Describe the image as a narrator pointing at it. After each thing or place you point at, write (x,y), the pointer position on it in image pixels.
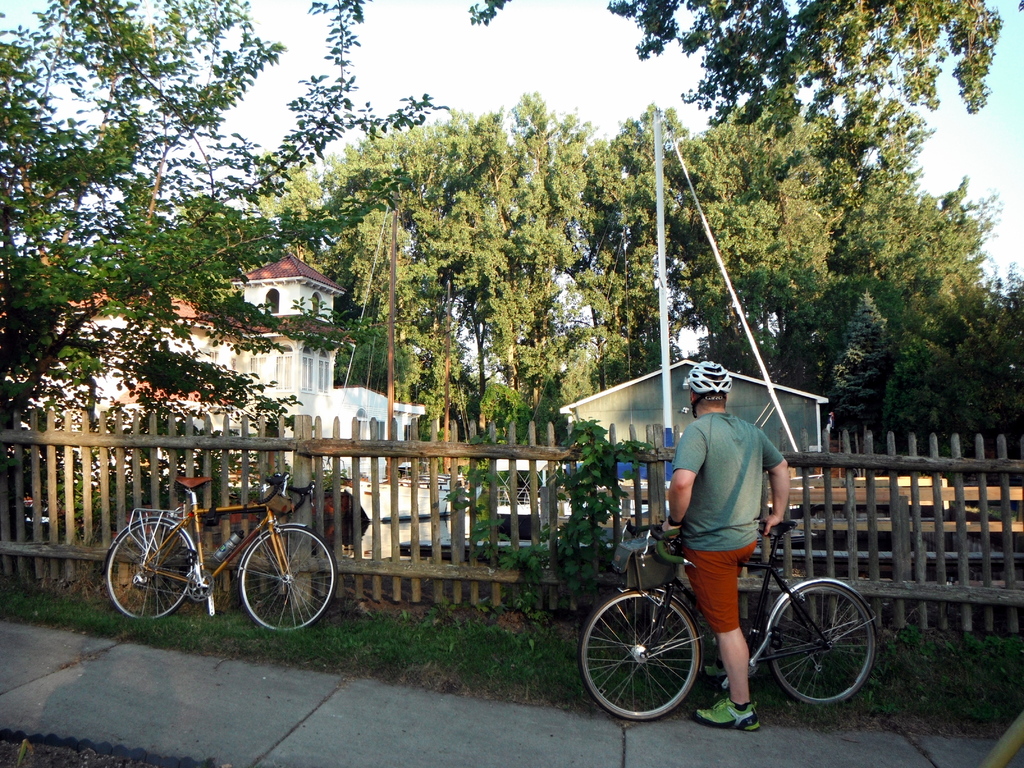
In this image On the right (732,653) there is a man (742,663) he is beside bicycle (695,623) he wear helmet (703,388), t shirt (723,480), shorts (724,589) and shoes (734,723). On the left (226,507) there is a cycle (200,555), tree (143,351) and building (310,372). In the back ground (462,224) there are many trees (687,224), pole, house (800,415), fence (874,500) and sky (497,98).
